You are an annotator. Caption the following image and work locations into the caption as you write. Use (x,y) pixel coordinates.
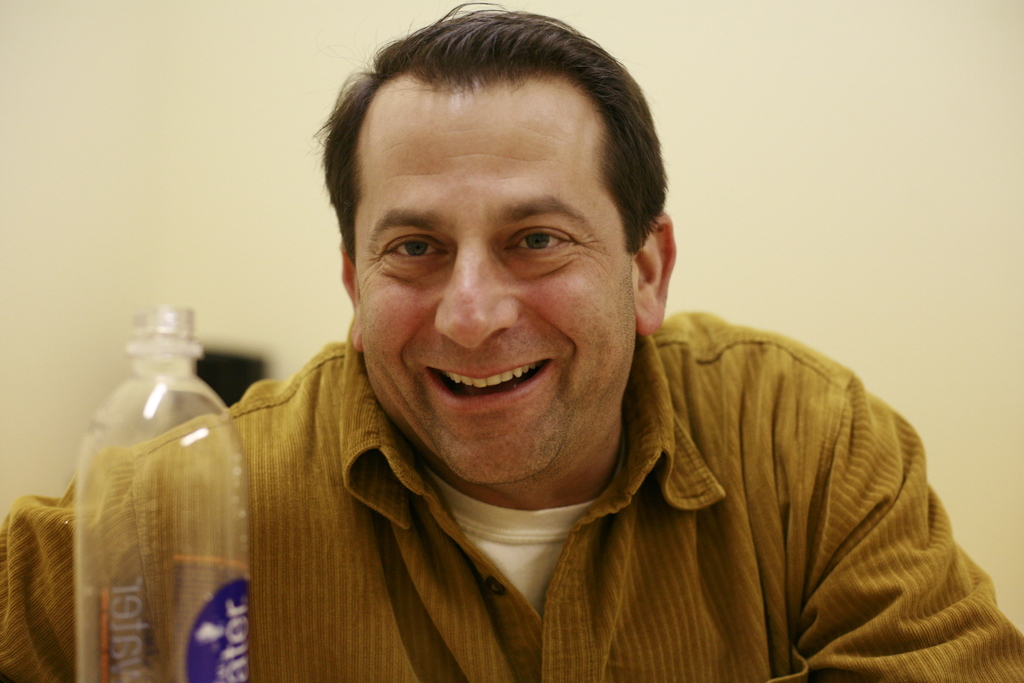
He's smiling and there is a bottle (182,532) in front of him.
